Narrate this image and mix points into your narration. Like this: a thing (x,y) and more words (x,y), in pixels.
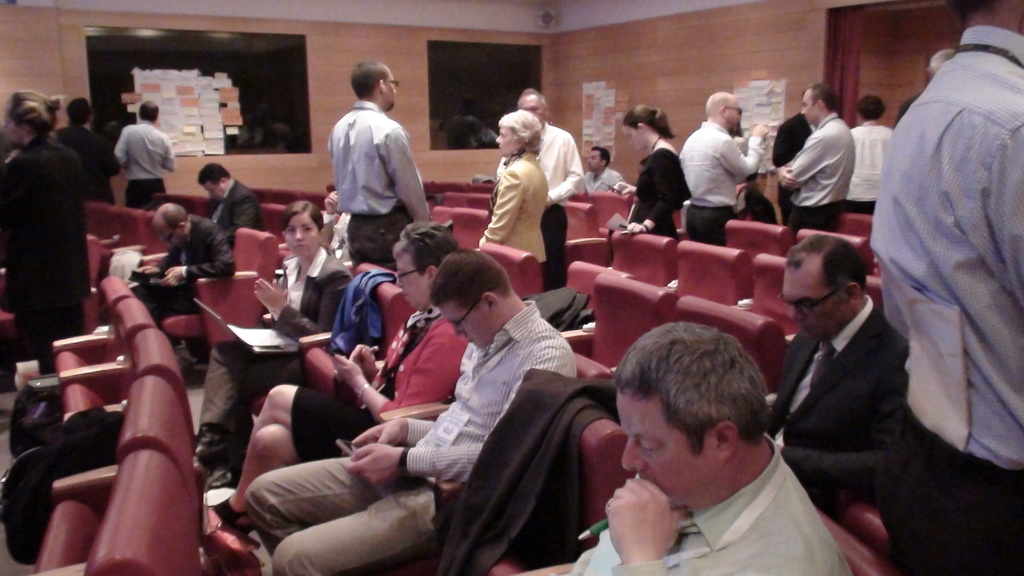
In this image I can see chairs (106,341) and on which I can see persons (672,400) sitting, some of them standing, talking to each other and I can see the wall (62,100) and I can see boards (299,120) and notice papers (156,102) attached to the board (210,58) and there are two persons (155,184) visible in front of the board (143,69) on the left side (89,156) and a woman (233,348) holding laptop (243,329) sitting on chair (232,292) in the middle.
